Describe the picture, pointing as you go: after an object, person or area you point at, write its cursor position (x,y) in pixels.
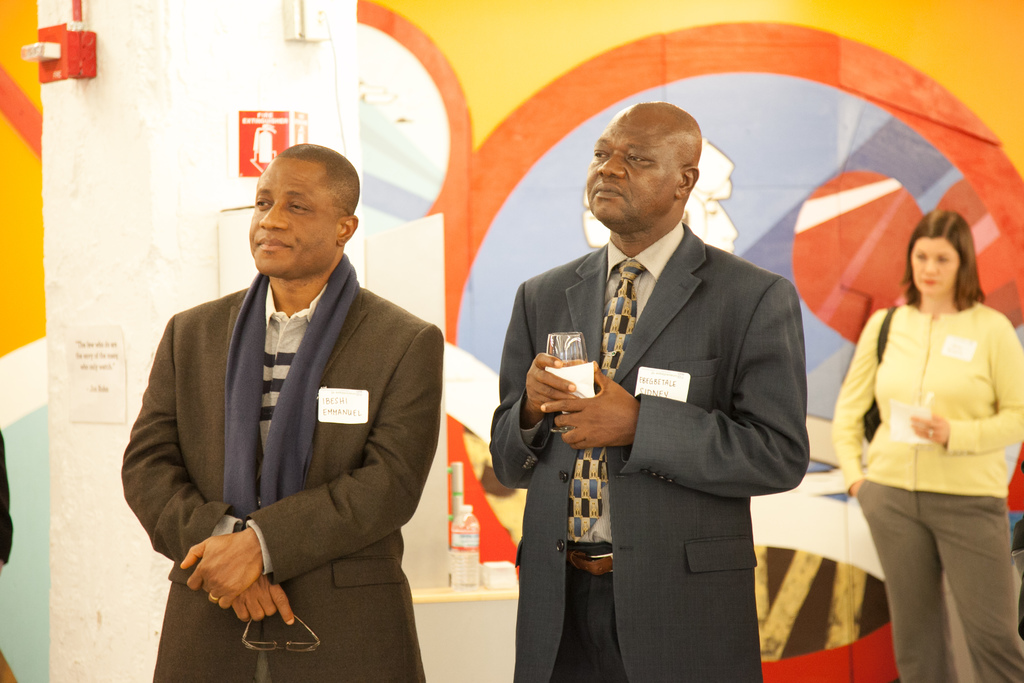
In the center of the image (404,444) we can see two men (610,431) standing. In the background (829,205) there is a woman (964,357), wall (833,202), pillar (70,112).
